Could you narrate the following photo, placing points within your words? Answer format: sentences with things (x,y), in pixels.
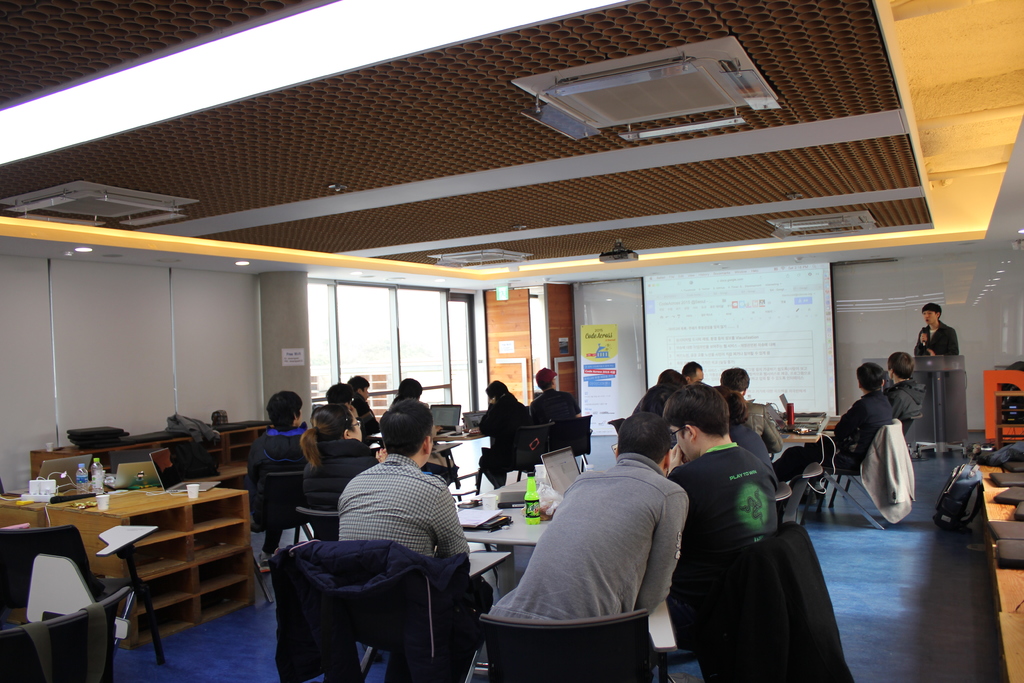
In this picture we can see a group of people (622,465) sitting on chairs (628,632) and in front of them on table (482,537) we have laptops (558,486), bottles (535,516), papers (493,514), glasses (487,502), plastic covers (555,508) and in front of them person (937,354) standing at podium (931,368) and speaking on mic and beside to him we can see screen (712,329), wall (633,321), banners (584,336), windows (391,342).
